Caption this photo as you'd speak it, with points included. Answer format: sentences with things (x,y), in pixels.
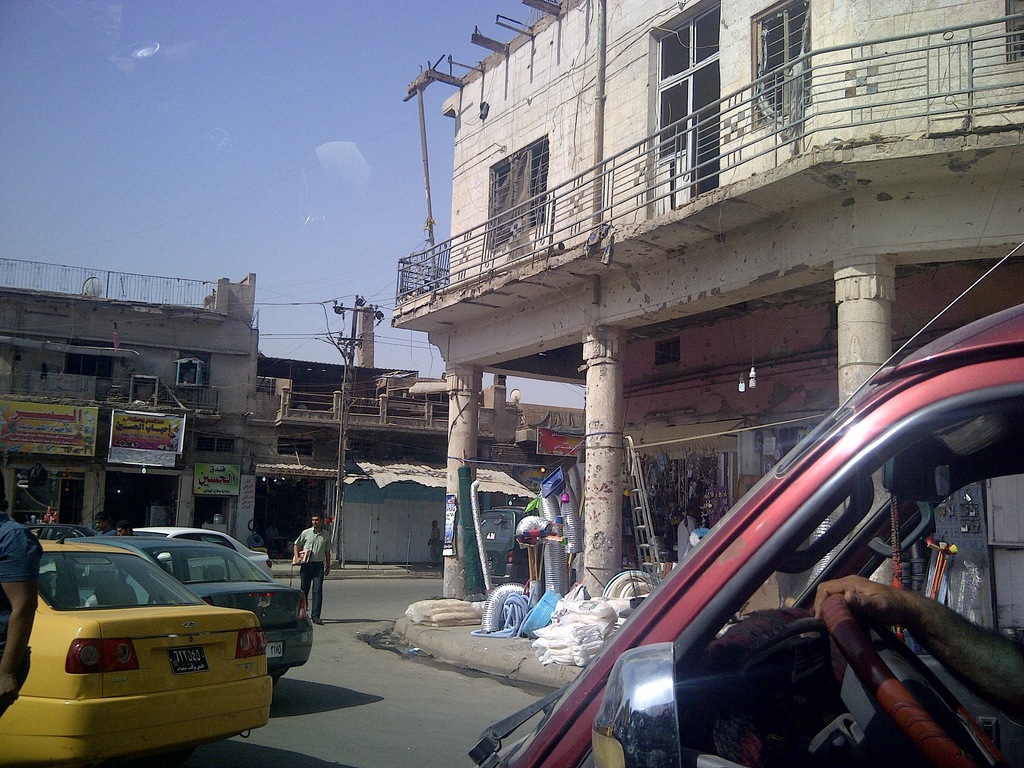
In the picture I can see buildings (531,367), vehicles (650,641), people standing on the ground (340,666), pillars (452,469) and some other objects (340,548). In the background (263,191) I can see the sky (263,191).
